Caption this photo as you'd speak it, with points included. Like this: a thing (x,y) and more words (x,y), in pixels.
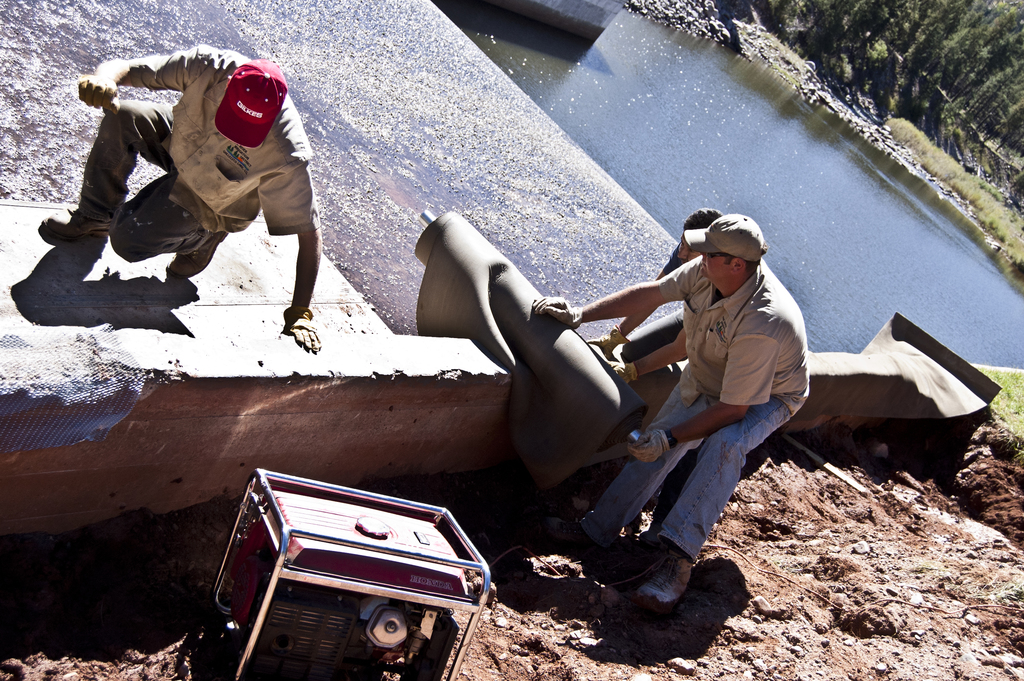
At the bottom of the image (413,549) there is a Inverter (357,533). There are stones (538,631). In the foreground of the image (140,212) there are people (167,240). In the background of the image (651,39) there is water (716,72), trees (911,39).
